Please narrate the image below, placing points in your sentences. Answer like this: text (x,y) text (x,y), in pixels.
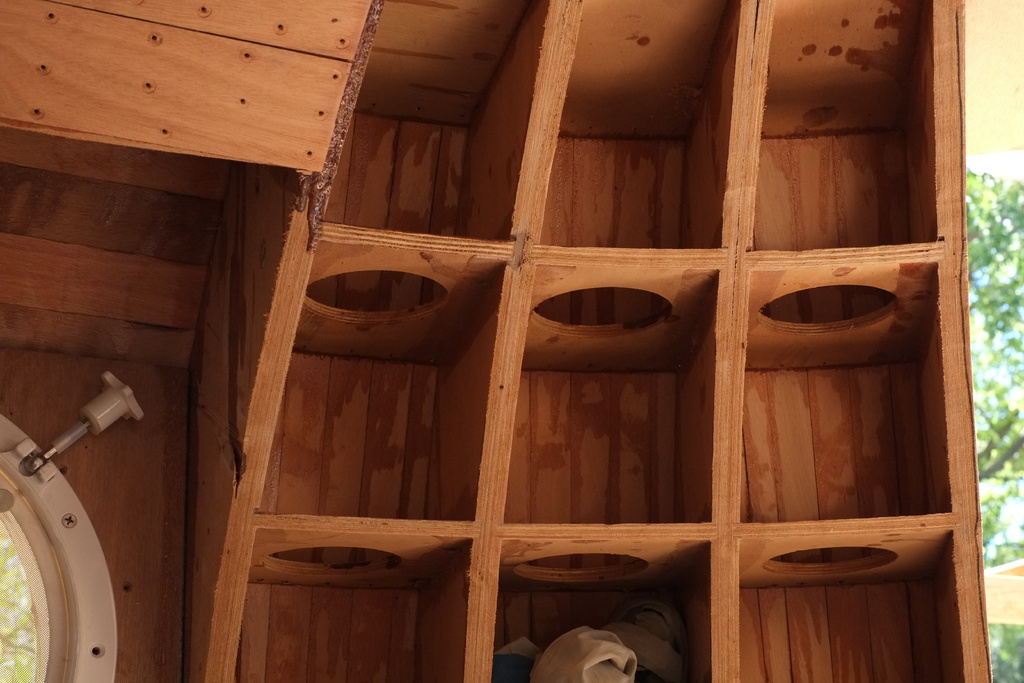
In this image in the front (243,352) there is a wooden stand (494,343) and in the background (994,368) there are trees (970,256).
